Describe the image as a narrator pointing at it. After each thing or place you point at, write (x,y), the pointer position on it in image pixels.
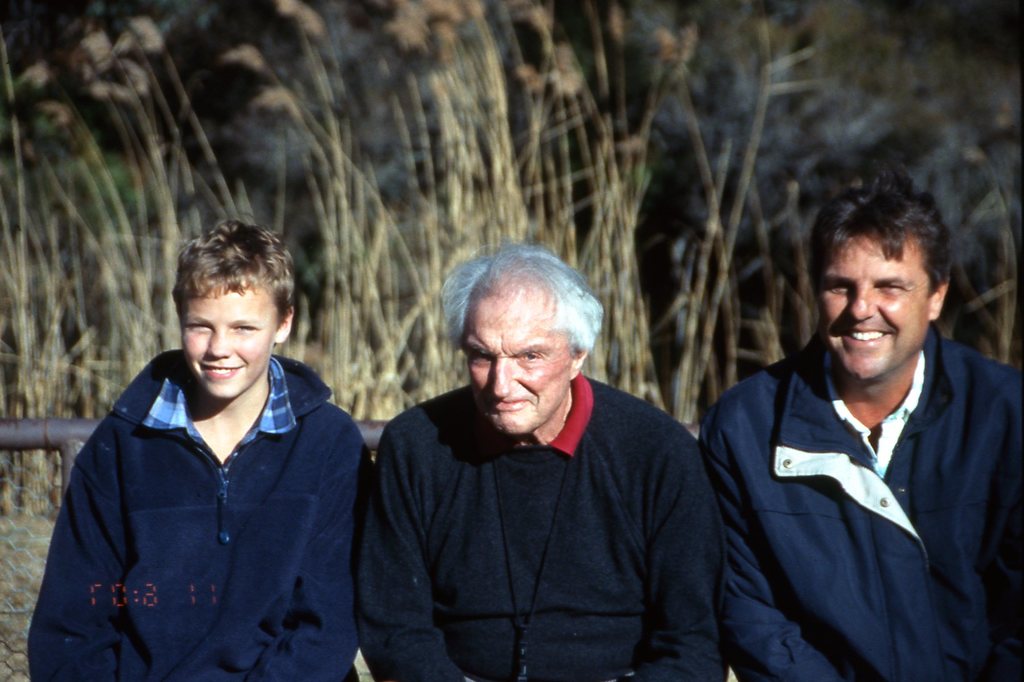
In the image there are three persons (835,487) sitting. Behind them there is rod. And also there is dry grass (571,66) in the background (792,222).
